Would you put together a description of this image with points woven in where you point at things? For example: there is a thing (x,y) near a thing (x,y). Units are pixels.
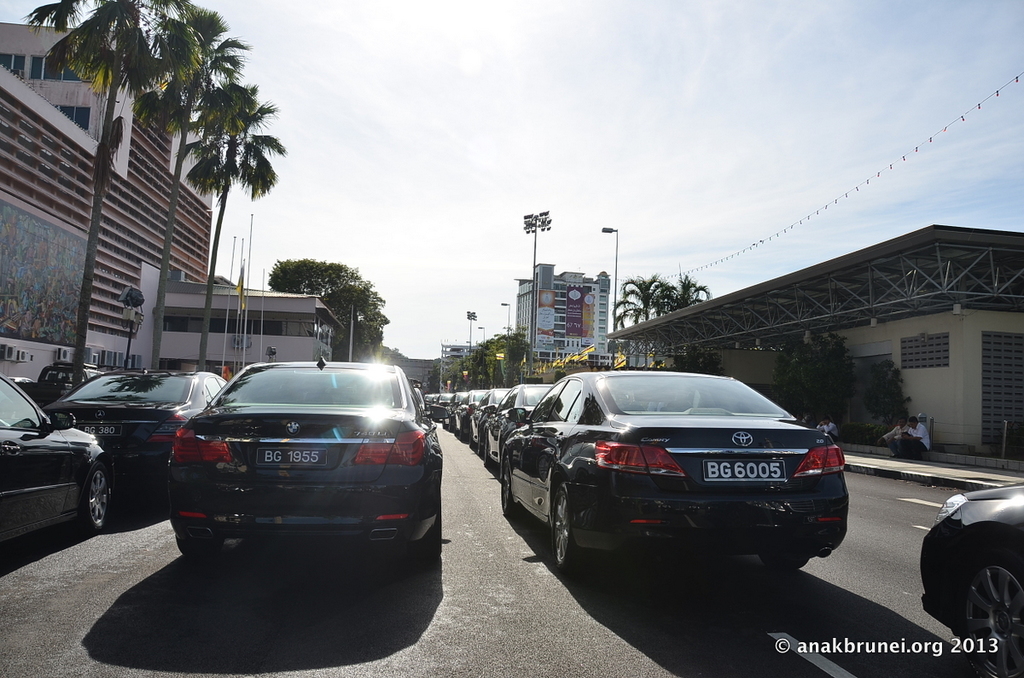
In this image there are buildings (153,306) and trees (267,188) on the left corner (165,153). There are building (974,242), trees (824,376), people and metal poles (725,326) on the right corner (696,351). There is a road (848,586) at the bottom (632,609). There are vehicles (210,505) in the foreground (408,380). And there is sky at the top (560,129).
